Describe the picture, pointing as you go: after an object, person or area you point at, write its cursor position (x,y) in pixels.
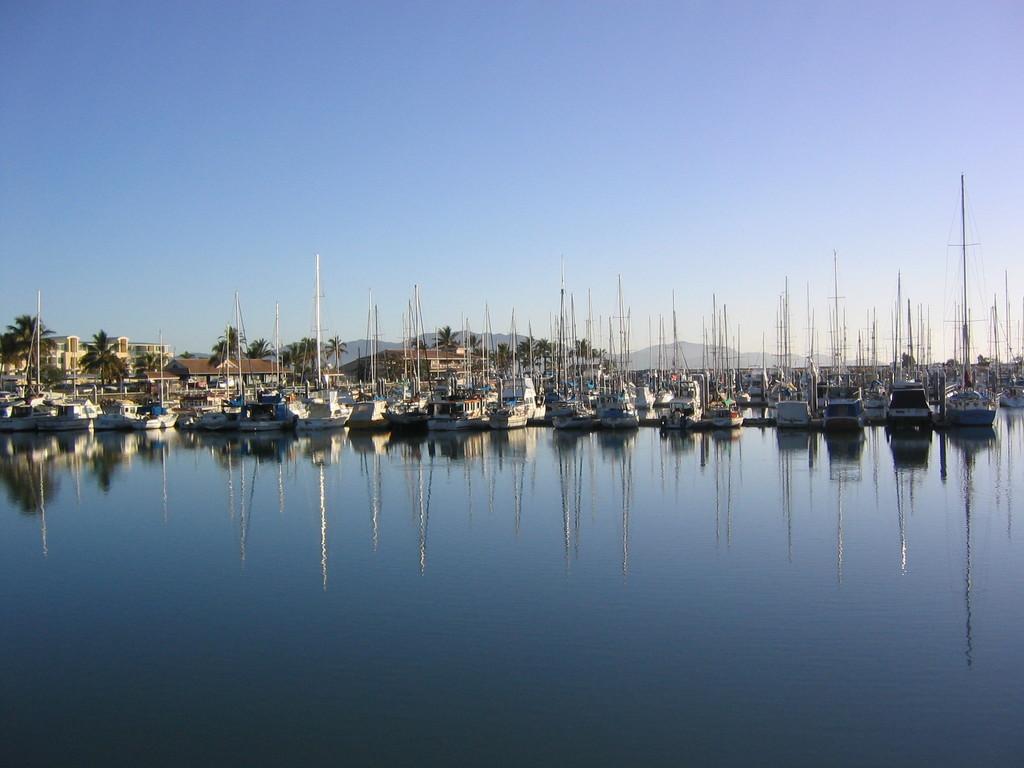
In this image I can see few ships (140,427) on the water (424,646). Background (222,360) I can see few buildings (67,346) in brown and cream color, trees (508,348) in green color and the sky (494,227) is in blue color.
